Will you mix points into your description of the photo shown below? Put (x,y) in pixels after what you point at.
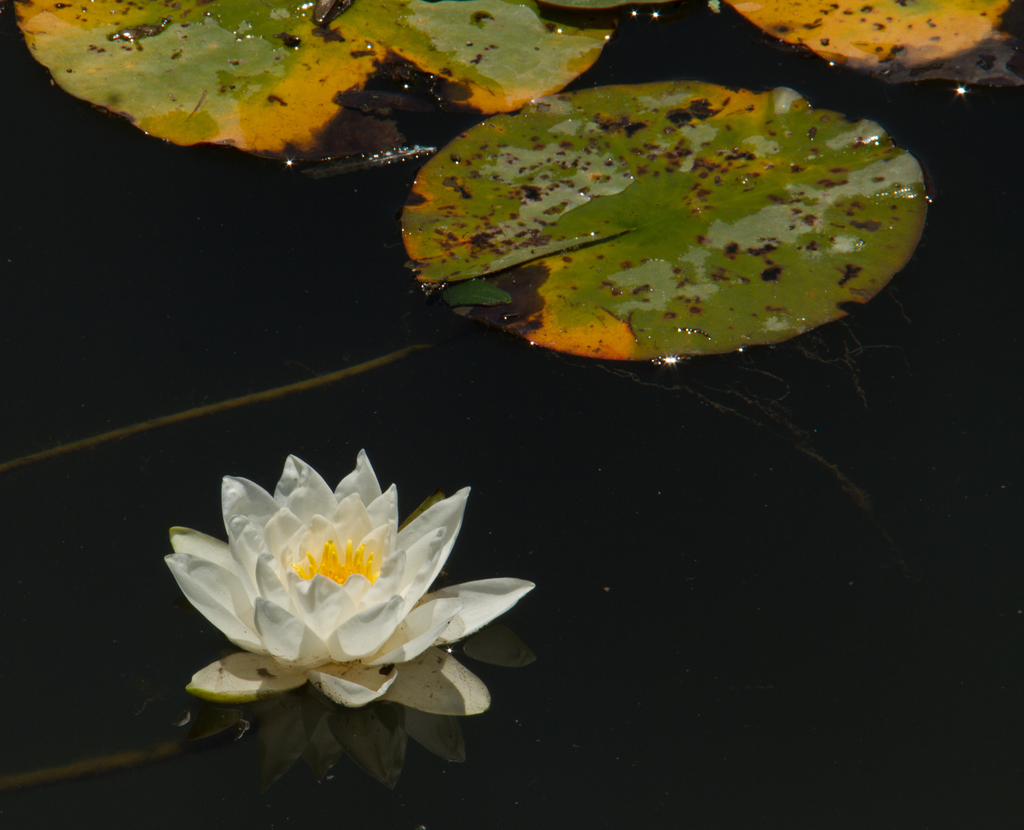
In this image we can see a lotus (523,591) and some leaves (594,354) in the water (520,607).
